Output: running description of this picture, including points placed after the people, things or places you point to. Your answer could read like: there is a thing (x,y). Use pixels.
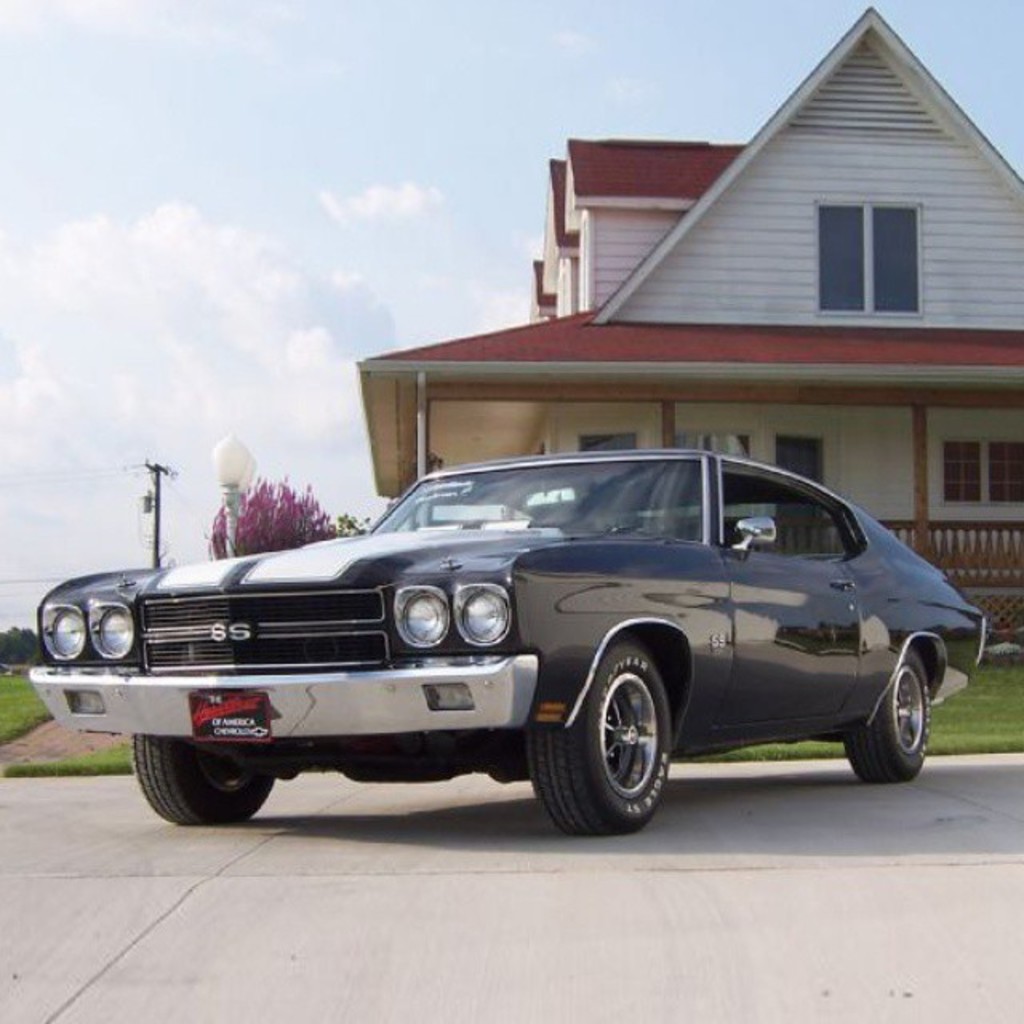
In this image I can see a car (498,580) which is black in color on the ground (480,840). In the background (27,645) I can see few trees (18,657), two poles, the building (784,288) and the sky (189,131).
